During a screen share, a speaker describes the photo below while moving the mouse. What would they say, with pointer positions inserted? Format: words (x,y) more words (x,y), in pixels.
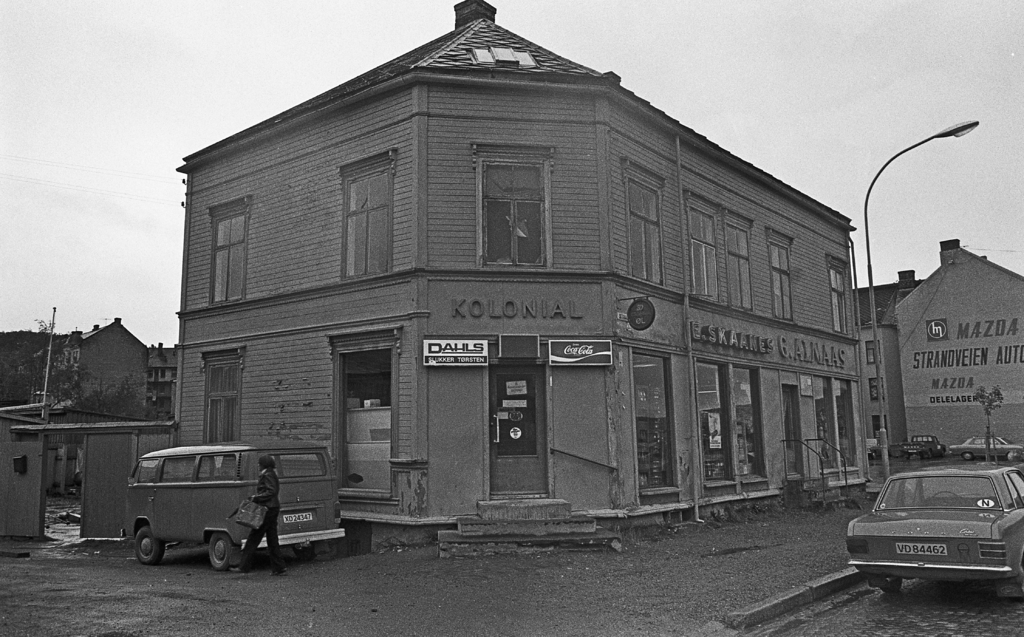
In this picture we can see vehicles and a person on the road (523,613) and in the background (727,482) we can see buildings (743,470), poles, trees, sky (2,97) and some objects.
